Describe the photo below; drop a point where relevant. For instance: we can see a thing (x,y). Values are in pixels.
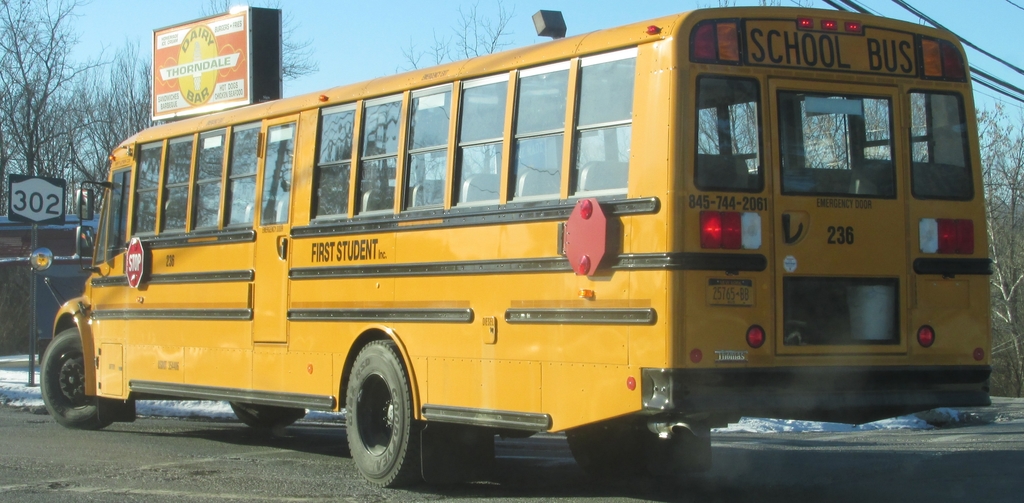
In the foreground (342,194) I can see a bus (261,230) and a board (28,199) on the road (235,451). In the background (75,183) I can see trees (92,172), poles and the sky (316,33). This image is taken may be during a day.
